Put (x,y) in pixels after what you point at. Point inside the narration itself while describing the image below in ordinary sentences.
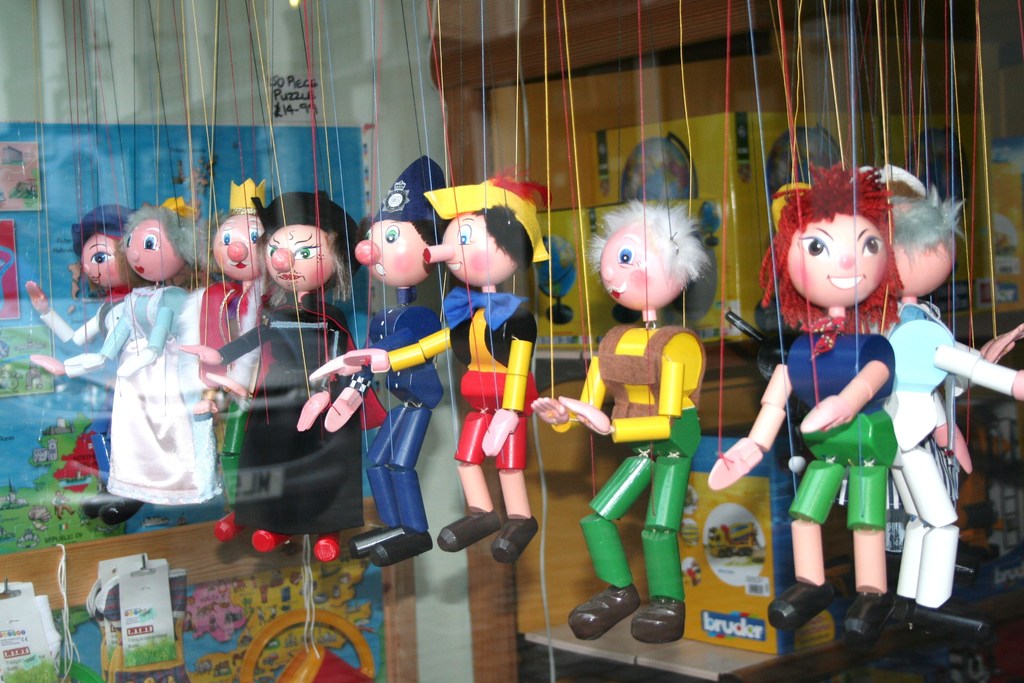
In this image there are toys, there is a table (605,653) towards the bottom of the image (680,657), there are boxes (748,560) on the table (633,635), there is a wall (357,100), there is text (319,95) on the wall (349,72), there are objects (161,679) towards the left of the image (80,465), there are objects (152,657) towards the bottom of the image (173,641), there is a wooden object (616,84) behind the boxes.
